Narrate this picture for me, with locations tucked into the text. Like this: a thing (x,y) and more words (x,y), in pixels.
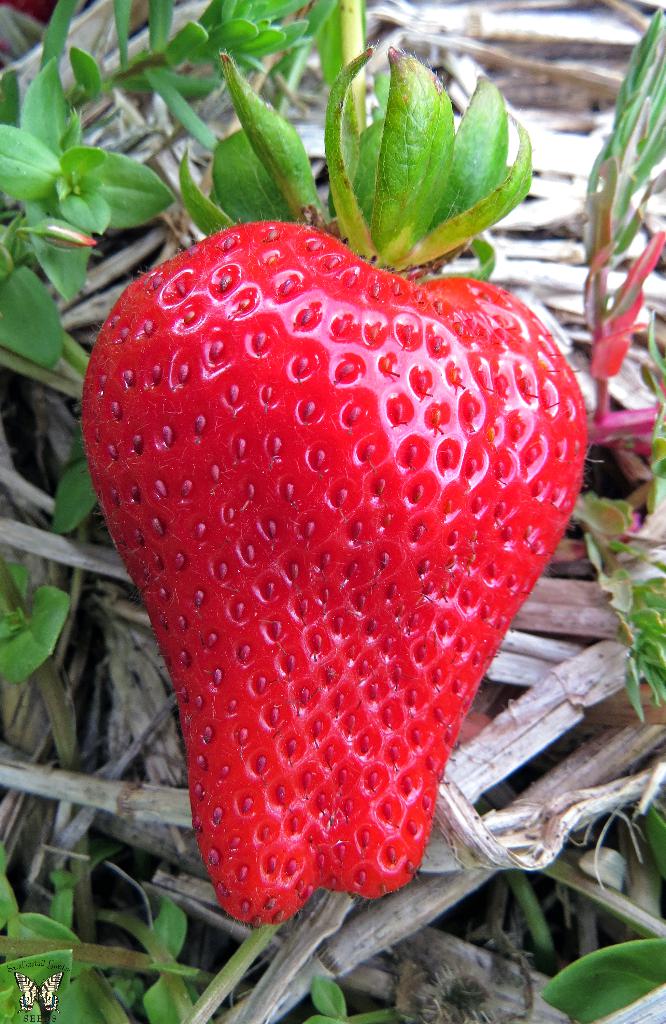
In this image we can see a strawberry (300,601), in the background (38,168) we can see some wood (539,180) and plants (637,626).
